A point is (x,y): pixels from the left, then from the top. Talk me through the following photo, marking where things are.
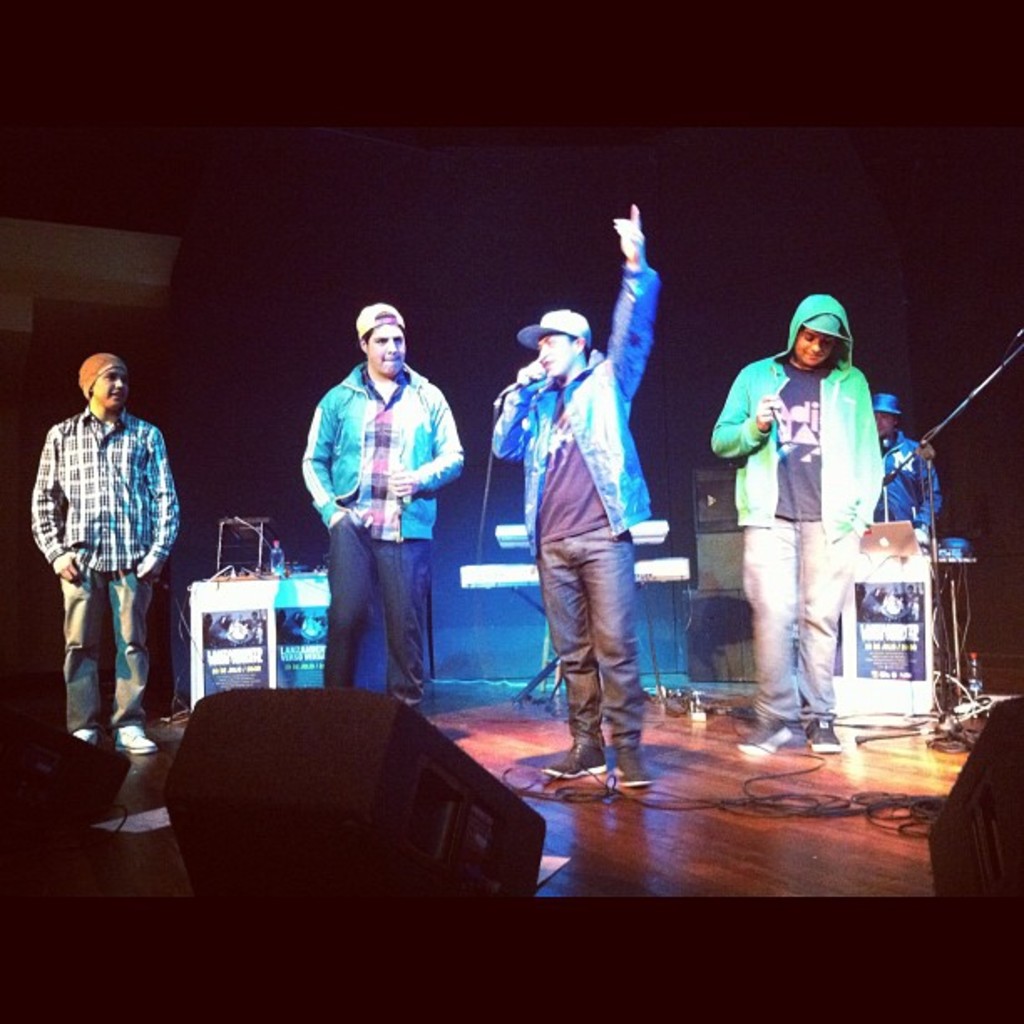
In this image there are people (67,602) standing on the stage (705,813). Behind them there are musical instruments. In front of them there are some objects (1008,876). There are tables (914,562). On top of it there are some objects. In the background of the image (603,227) there is a wall (556,156). At the bottom of the image (916,800) there are cables (687,807) and papers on the floor (648,848).
